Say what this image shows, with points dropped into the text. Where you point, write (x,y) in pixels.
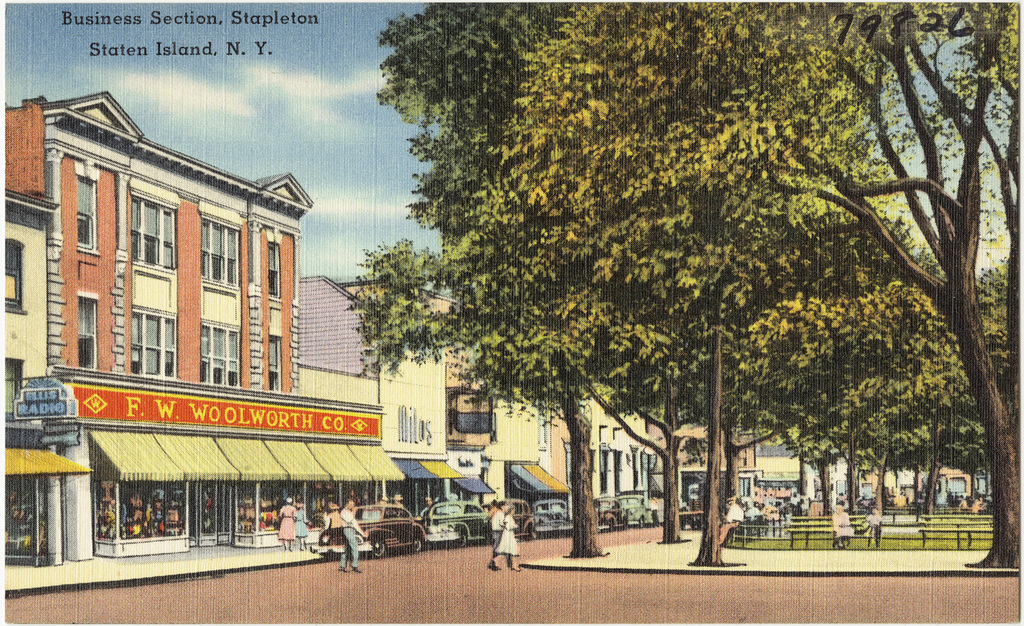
This image is a painting. In this image there are buildings (73,225), trees (684,385), benches (967,541), people (513,537) and cars (610,509). In the background (337,126) there is sky (305,99) and we can see text (175,46).
